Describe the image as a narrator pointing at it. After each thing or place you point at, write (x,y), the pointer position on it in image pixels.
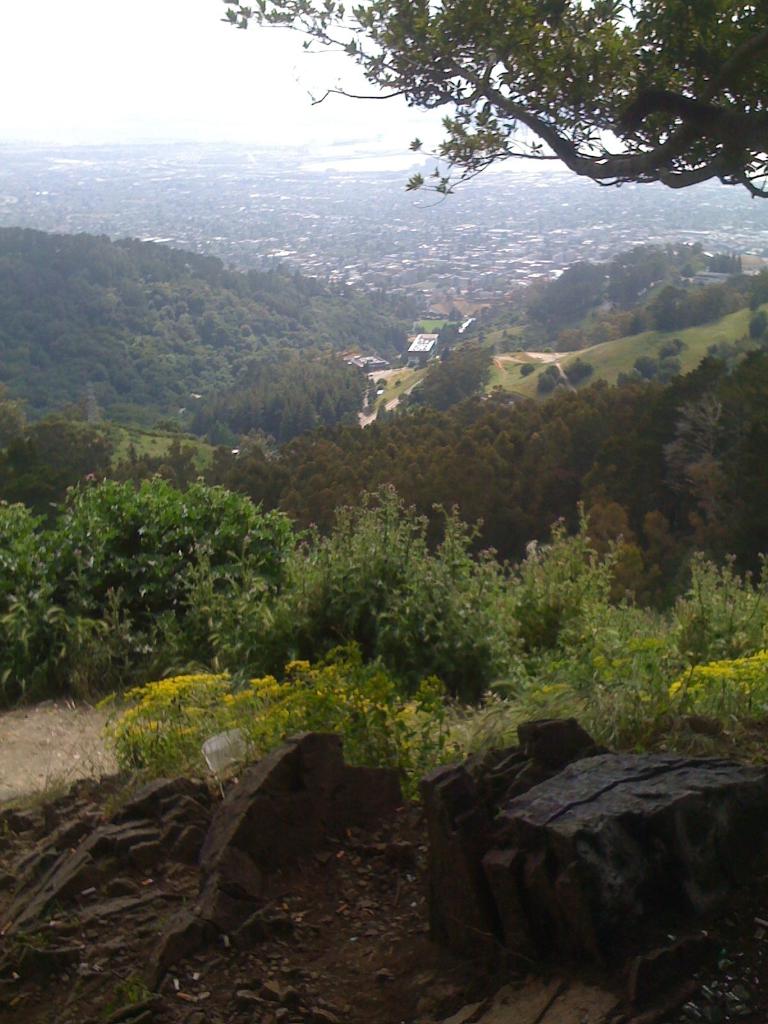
In this picture we can see plants (290,722) and in the background (121,386) we can see trees (123,399), sky (325,136).
